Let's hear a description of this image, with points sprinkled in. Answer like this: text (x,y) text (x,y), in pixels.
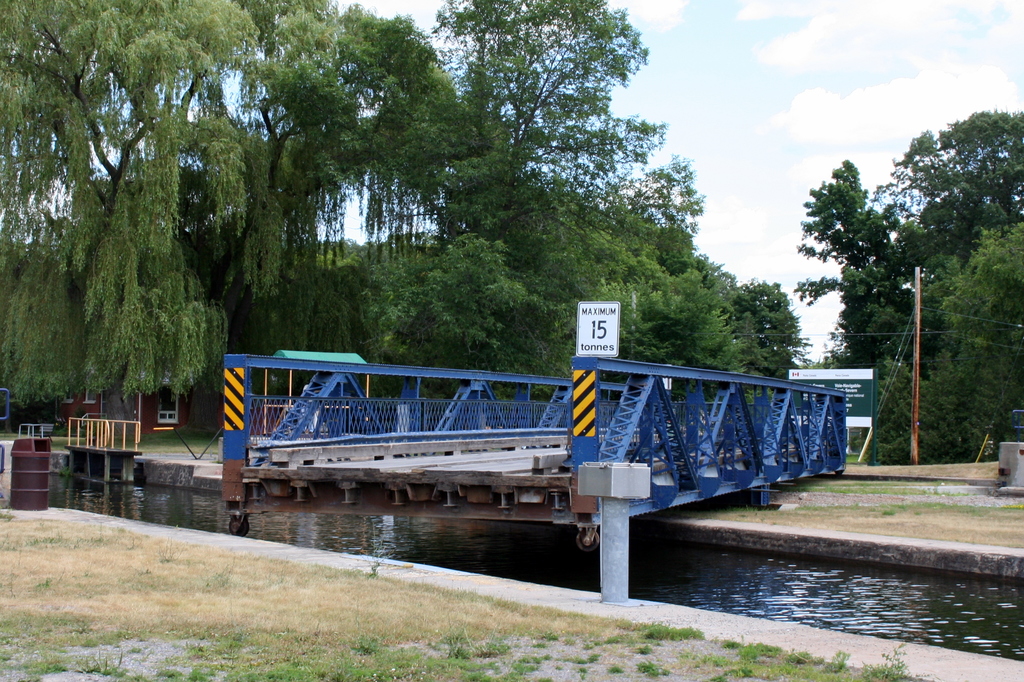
In the center of the image (543,424), we can see a bridge (357,404) and in the background (532,284), there are trees (454,334), boards (587,382) and we can see a pole (913,342) along wires (901,332), sheds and some other objects (97,462). At the bottom (304,589), there is water (804,597) and ground (94,589).
